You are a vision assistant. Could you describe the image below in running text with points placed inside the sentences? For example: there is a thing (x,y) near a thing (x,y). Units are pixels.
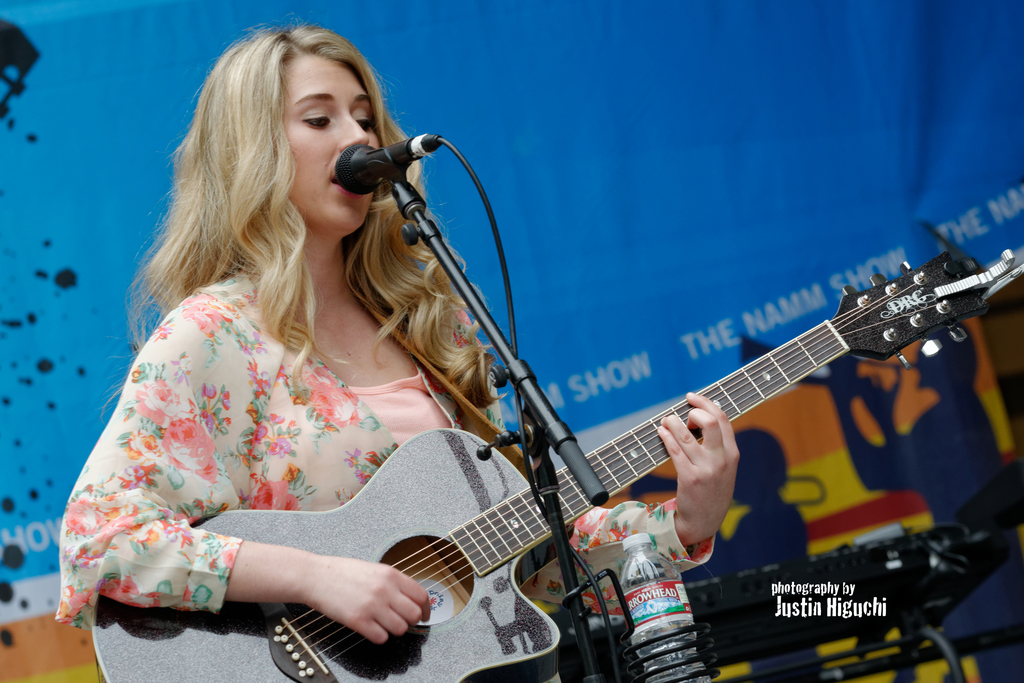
In the middle of the image (467,351) a woman (348,128) is standing and playing guitar (450,477) and singing on the microphone (370,148). Bottom right side of the image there is a bottle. Behind her there is a banner (734,516).
